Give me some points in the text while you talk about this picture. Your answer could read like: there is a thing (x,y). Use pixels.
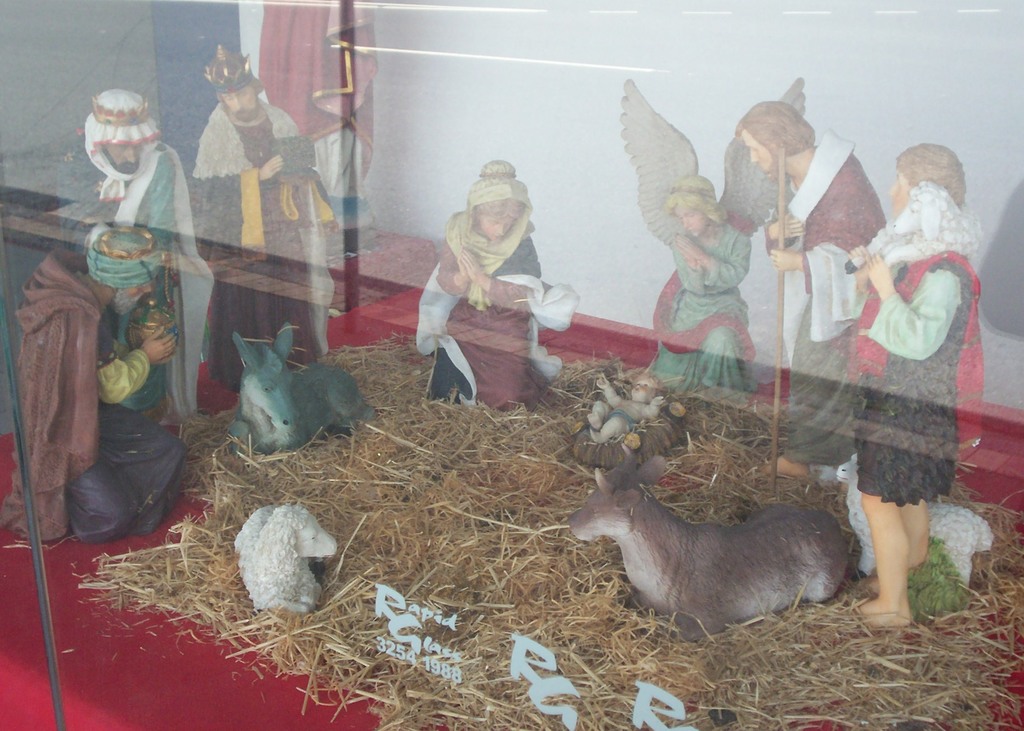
In this image few toys (91,362) are on the floor (213,719) having some grass (466,581). They are kept behind the glass (263,432). Few animal toys (318,418) are on the grass (592,555). A baby toy (628,409) is lying on the grass (666,392). Few person toys (524,339) are surrounded by the animal toys (910,204). Background (601,144) there is a wall (579,146).
